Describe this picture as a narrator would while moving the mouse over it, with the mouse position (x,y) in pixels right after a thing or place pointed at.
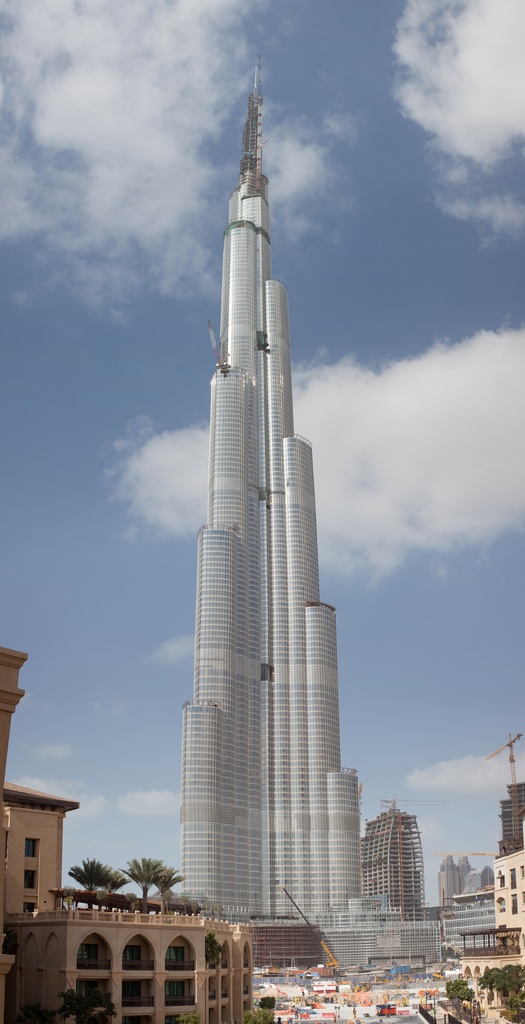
In this image I can see number of buildings (77,932), the Burj Khalifa (261,918) and on the both sides of the image I can see number of trees (503,989). In the background (42,235) I can see clouds (494,105) and the sky (151,292).
